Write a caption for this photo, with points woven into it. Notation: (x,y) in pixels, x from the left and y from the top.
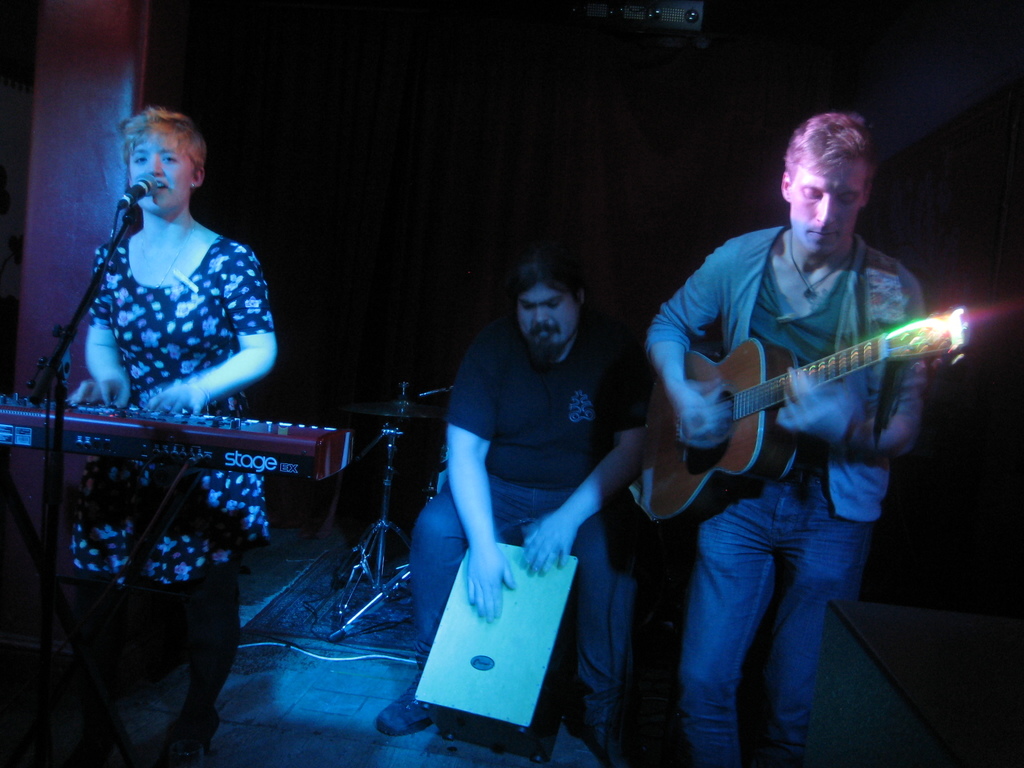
In the image few persons (885,316) are playing some musical instruments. In the left side of the image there is a microphone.
